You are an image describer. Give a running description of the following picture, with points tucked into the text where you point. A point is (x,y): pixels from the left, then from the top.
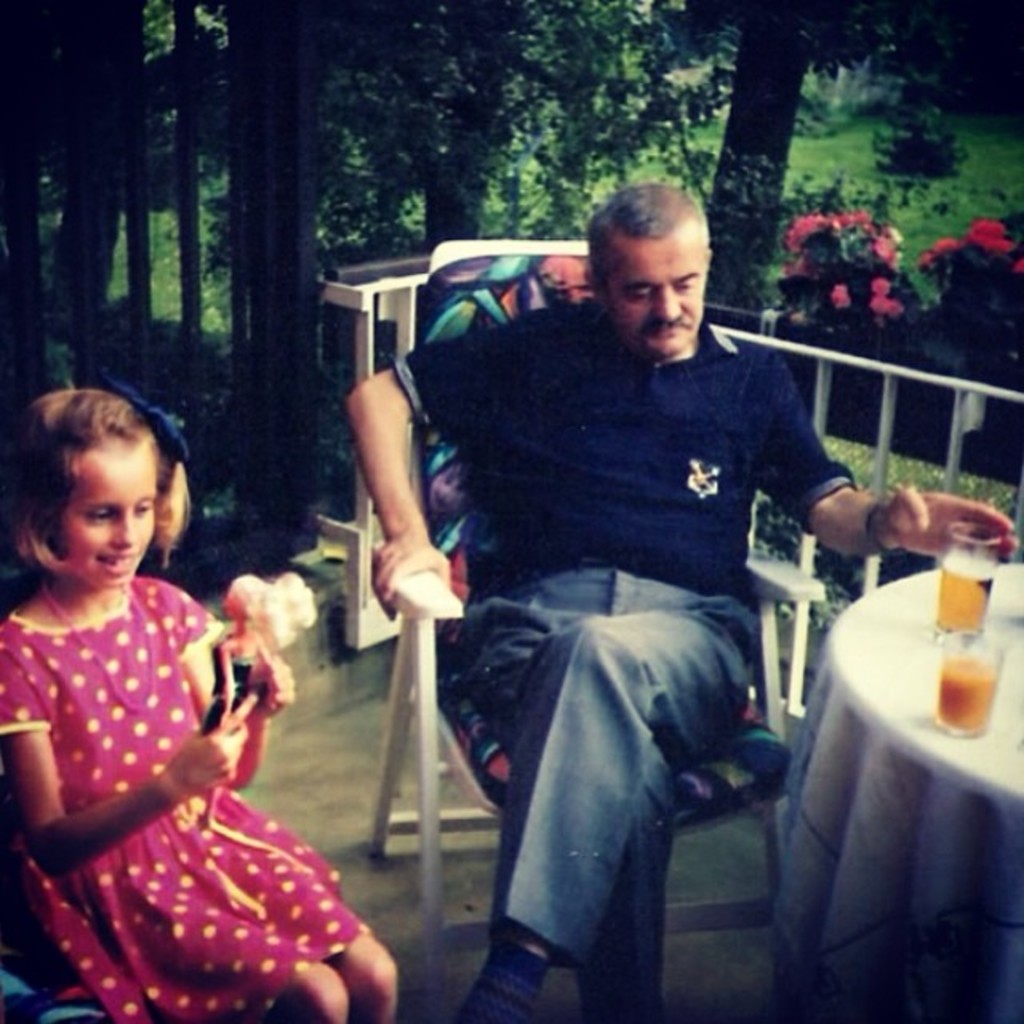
This picture shows a man (819,523) and a girl (67,413) seated on the chairs (769,569) and we see two glasses (951,579) on the table (917,589) and few trees (63,354) around.
